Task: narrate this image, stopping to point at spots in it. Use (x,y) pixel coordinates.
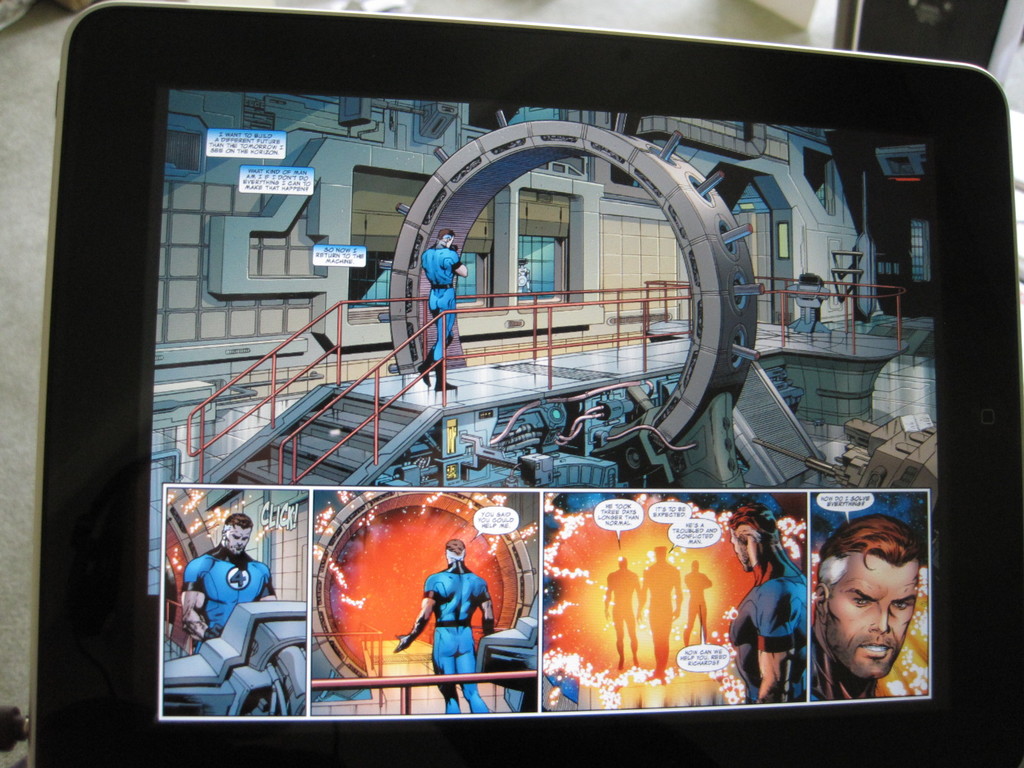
In this image we can see a monitor screen (49,370) with some images (329,479).
